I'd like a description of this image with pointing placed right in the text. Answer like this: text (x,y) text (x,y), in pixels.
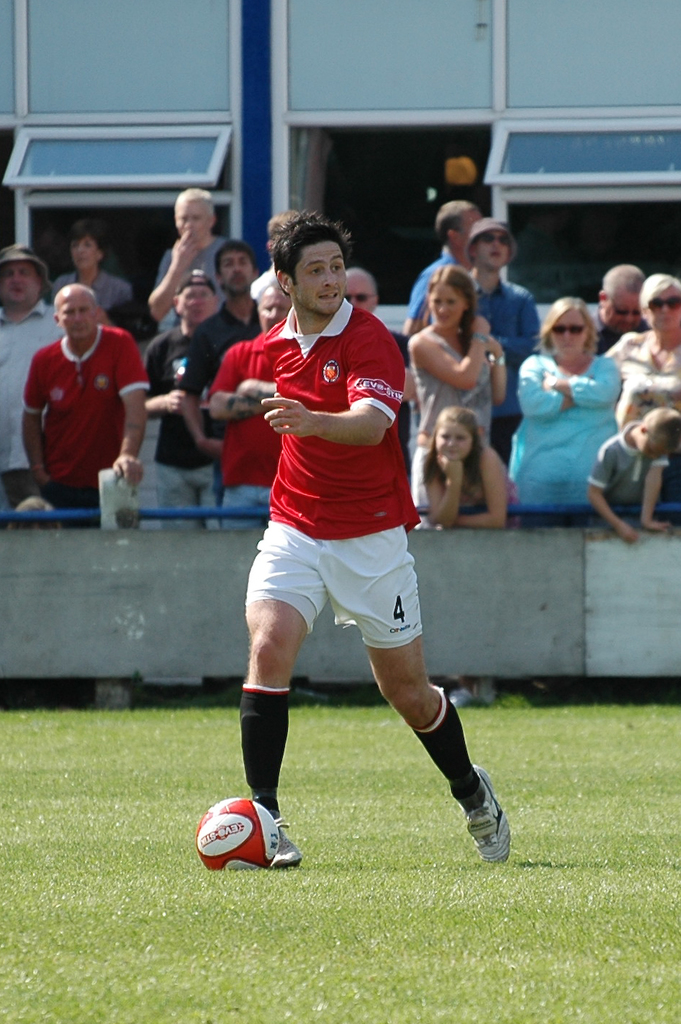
In this picture we can see a person (377,466) who is a sports player (346,471) wearing red color shirt (284,471) and white shorts (338,566) is on the pitch (311,877) and behind him there are people (70,309) standing and watching him.
